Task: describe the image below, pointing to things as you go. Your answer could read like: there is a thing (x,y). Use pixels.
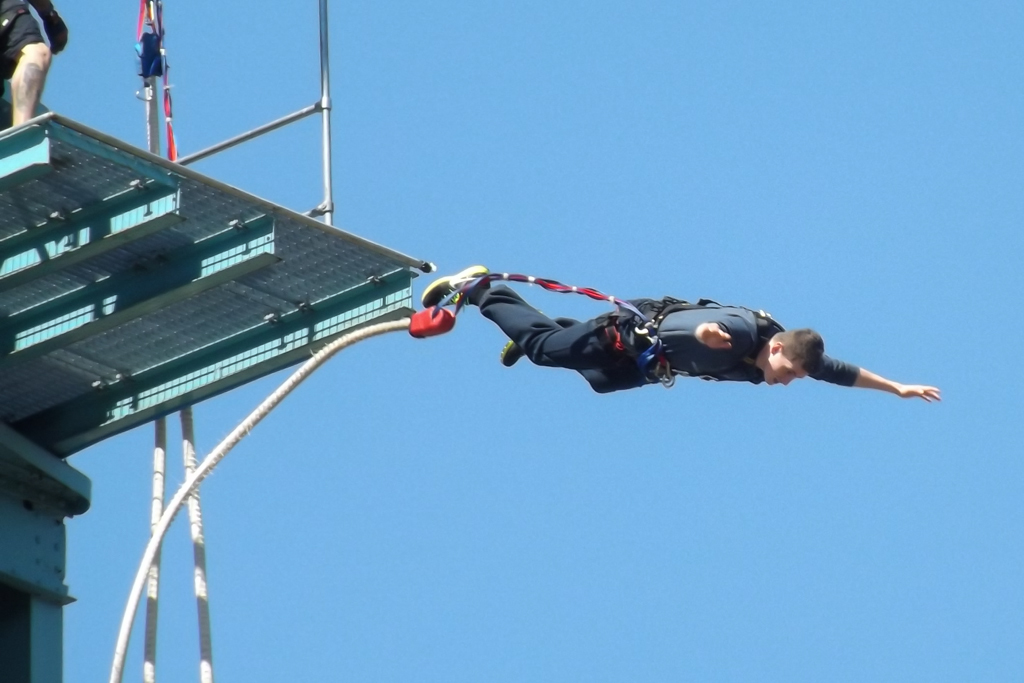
In this picture I can see a person (635,317) performing bungee jumping, there is a leg (26,117) of a person (10,9) on the stage (210,222), and in the background (572,153) there is the sky (798,425).
